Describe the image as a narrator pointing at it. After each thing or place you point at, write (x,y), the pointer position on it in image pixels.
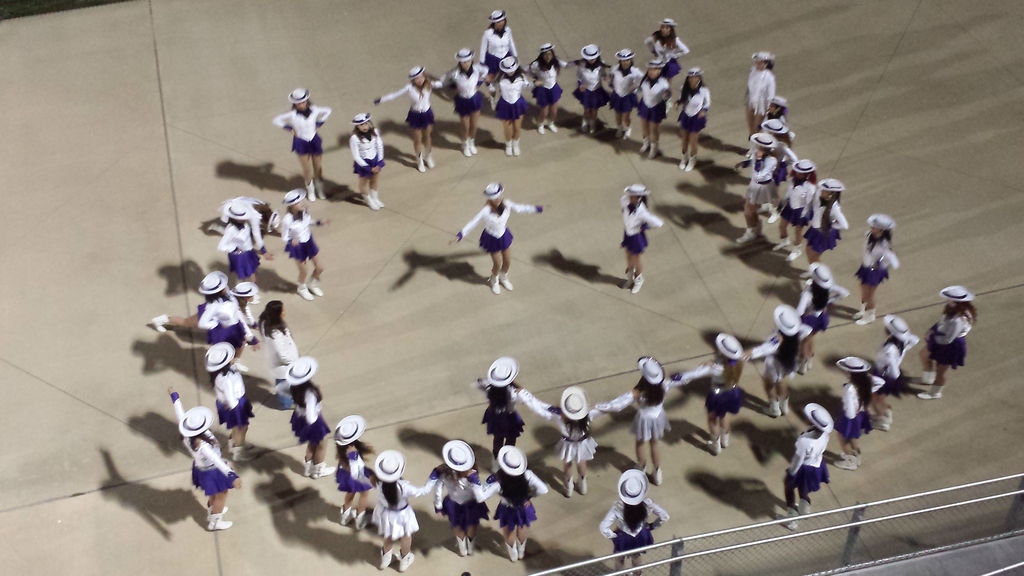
In this image there are group of girls (363,131) standing on the floor (327,135) in the circular manner by holding each others hand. In the middle (493,214) there are two girls (497,230). At the bottom (816,532) there is a fence (822,567).
